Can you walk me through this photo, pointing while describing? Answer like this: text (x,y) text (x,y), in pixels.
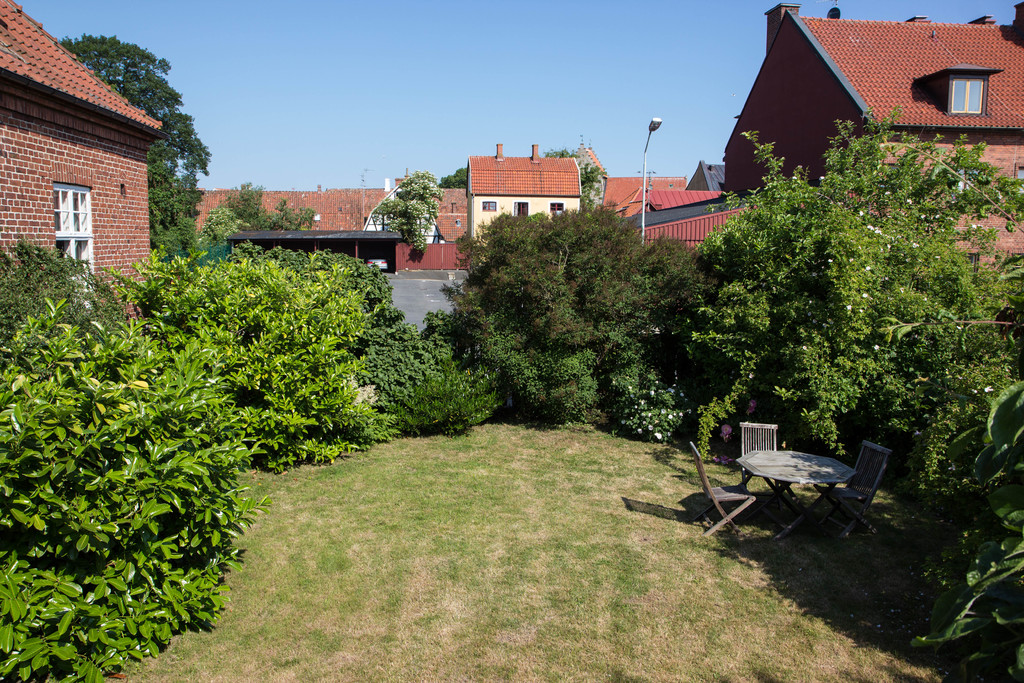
In this picture we can see few trees (271,361), grass (511,514) and buildings (474,175), on the right side of the image (785,500) we can find few chairs (754,432) and a table (767,477), in the background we can find a pole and a light (656,127).
